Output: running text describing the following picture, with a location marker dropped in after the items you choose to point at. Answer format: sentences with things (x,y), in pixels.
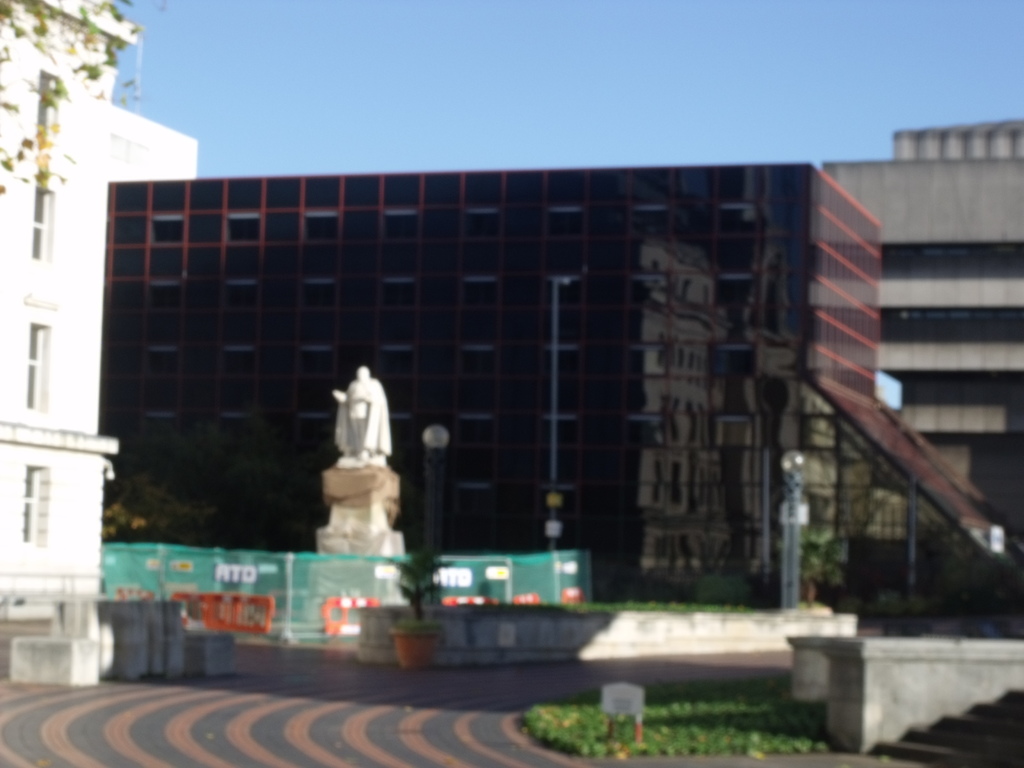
In this image we can see the statue (355,446) on the pillar (341,528). And we can see the fence (315,587) and orange color objects (443,601). There are buildings (835,302), stairs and wall (502,641). And there is the potted plant (409,660) on the ground (675,762). There are light poles (791,498), grass (760,707), trees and the sky (735,122).
